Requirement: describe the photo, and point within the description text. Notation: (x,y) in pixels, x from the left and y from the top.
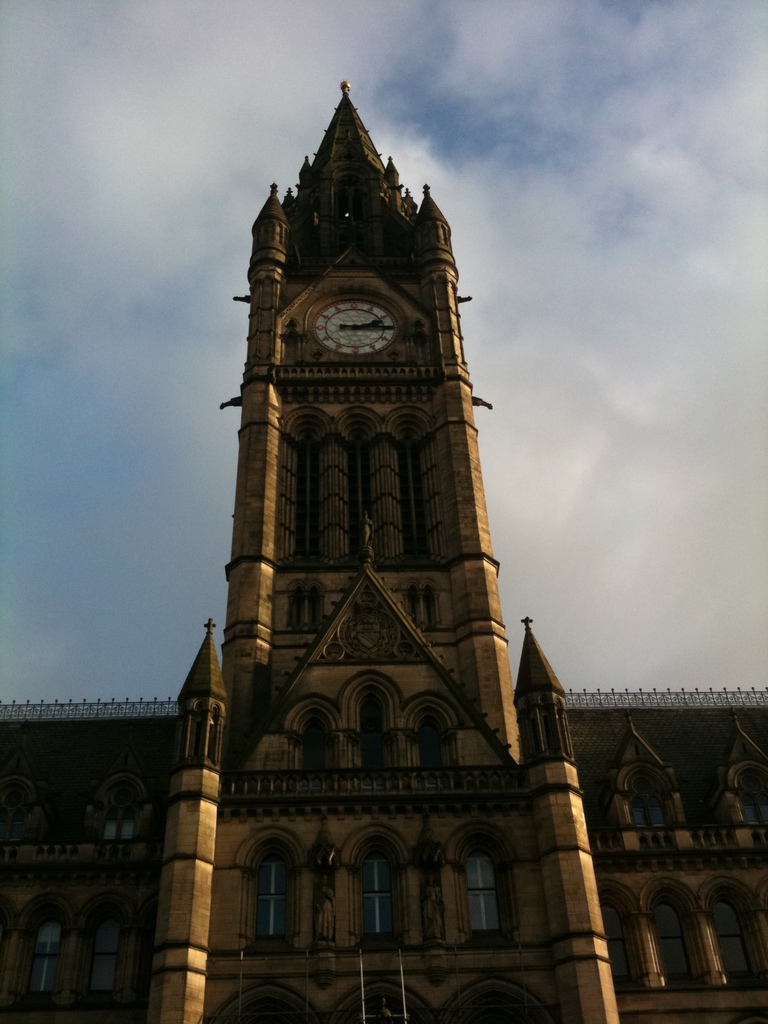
In this image we can see clock tower (322,701), building (346,766), windows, pillars (207,794) and sky (404,166) with clouds (415,167).
